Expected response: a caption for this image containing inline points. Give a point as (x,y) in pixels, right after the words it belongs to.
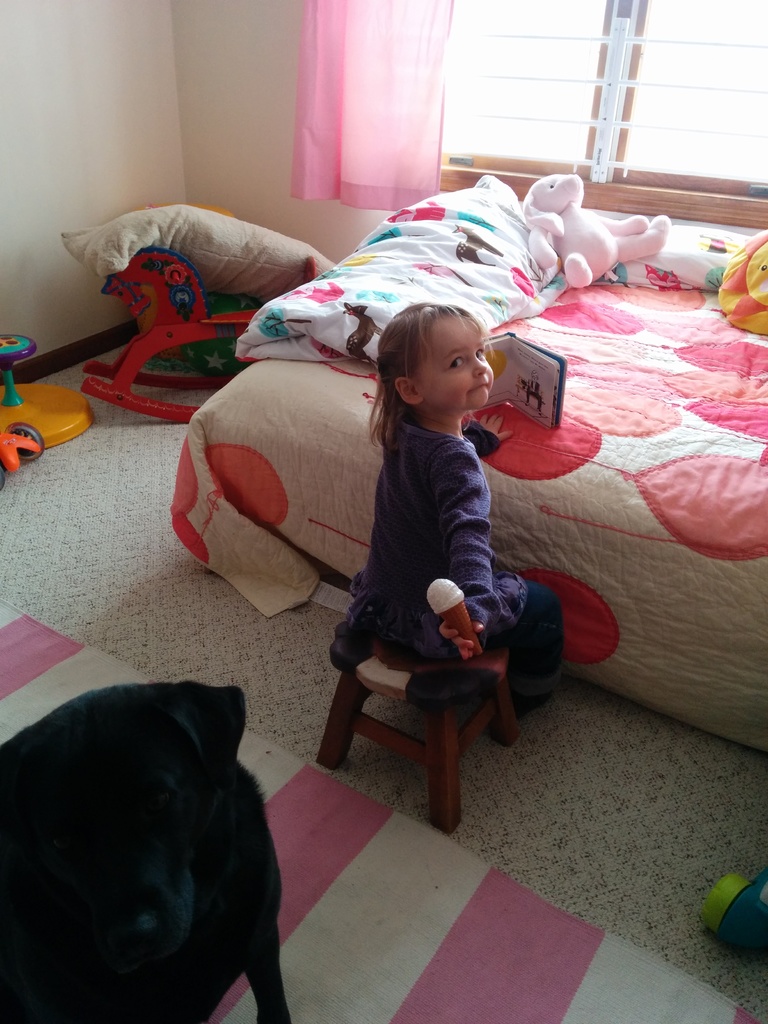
On the background (240,130) we can see a wall (255,172), window (593,107) and pink colour curtain (435,100). Here we can see a bed (671,419) and on the bed (705,579) we can see doll (569,232), blanket (483,262). Here we can see a girl (435,347) sitting on a stool (444,686) and she is holding ice cream (458,611) in her hand (460,645). Here we can see a dog (165,860) in black colour, floor carpet (431,870) and floor (565,805). These are toys (179,346) and a pillow (255,287).
